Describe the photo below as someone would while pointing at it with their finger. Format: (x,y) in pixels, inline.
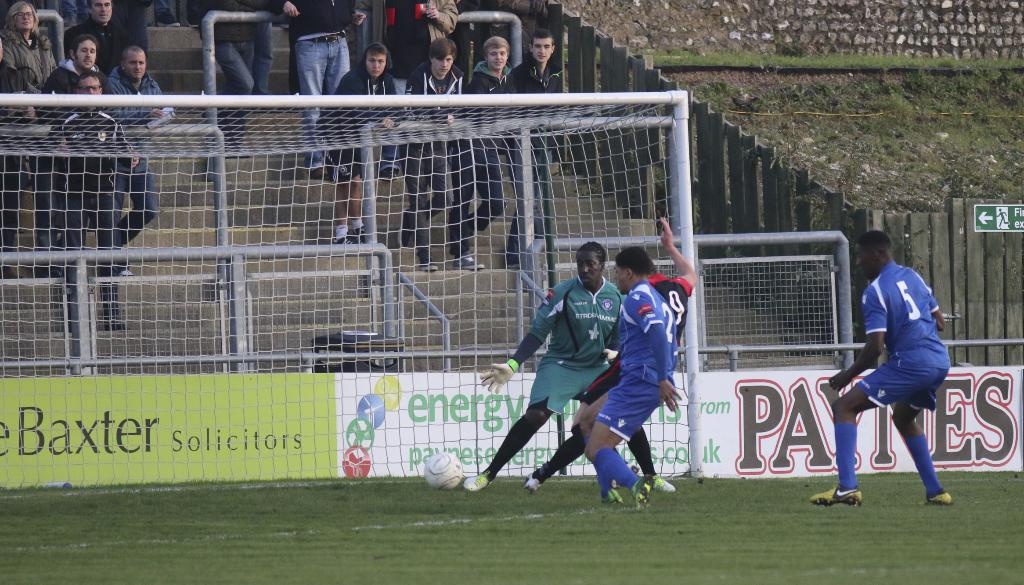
In this image I can see some people (603,419) are playing the football (449,471). In the background (501,59), I can see some people (237,91) are standing. I can see the grass (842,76).
